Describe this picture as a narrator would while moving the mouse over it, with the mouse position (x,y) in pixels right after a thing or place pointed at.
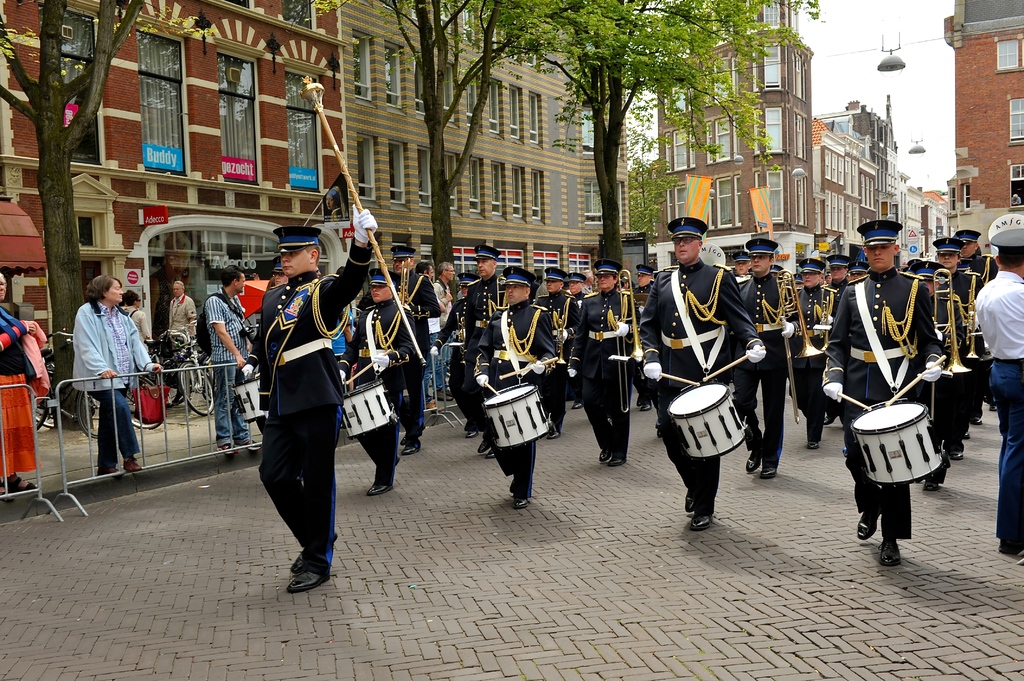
In this picture I can observe some people (415,368) walking on the road (408,527). They are wearing black color dress (516,344) and caps (368,285) on their heads (613,287). On the left side (48,386) I can observe railing (32,398). In the background (348,132) there are trees (476,123), buildings (854,200) and sky (903,114).
